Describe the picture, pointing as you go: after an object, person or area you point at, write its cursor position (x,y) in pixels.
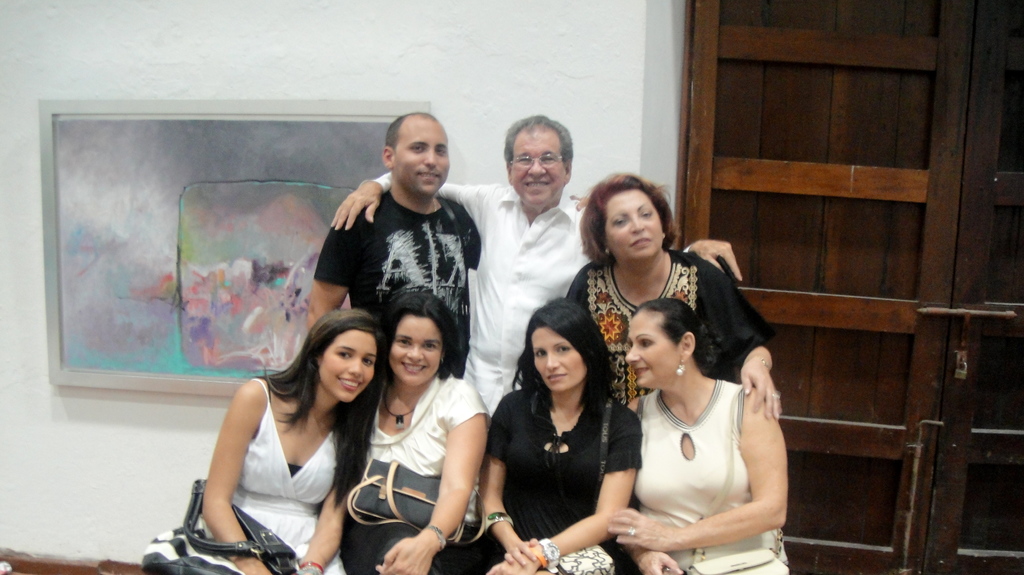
There are people (500,304) and these four people (690,446) sitting and carrying bags (421,506). In the background (319,60) we can see frame (360,115) on a wall (474,85) and wooden door (811,178).
